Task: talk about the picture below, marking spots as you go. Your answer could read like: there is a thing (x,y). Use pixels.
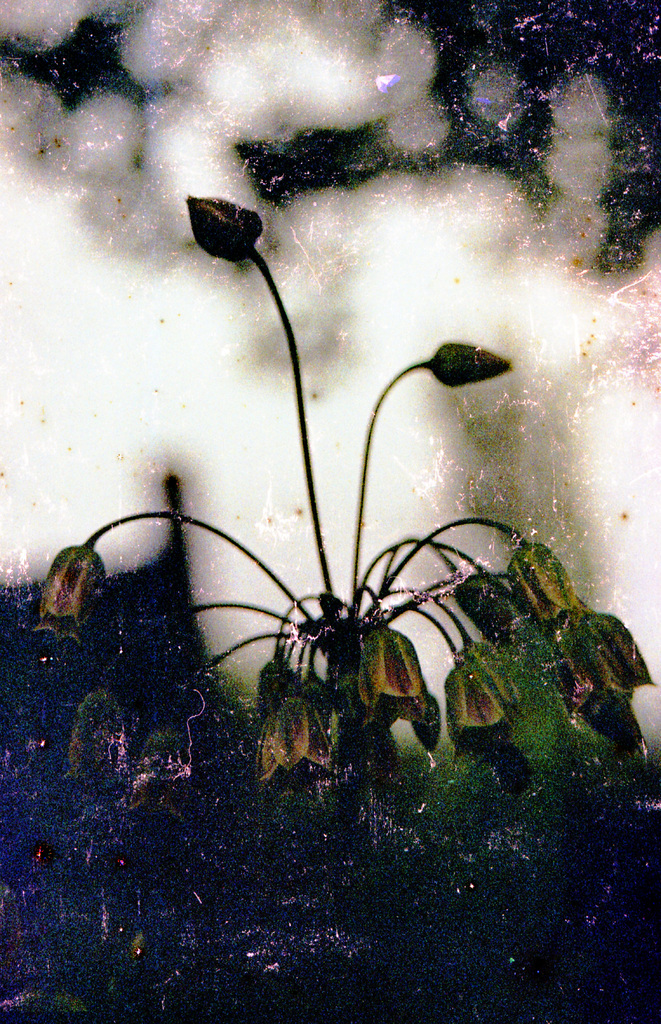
In this picture we can see a plant (534,598) and there is a blur background (617,555).
